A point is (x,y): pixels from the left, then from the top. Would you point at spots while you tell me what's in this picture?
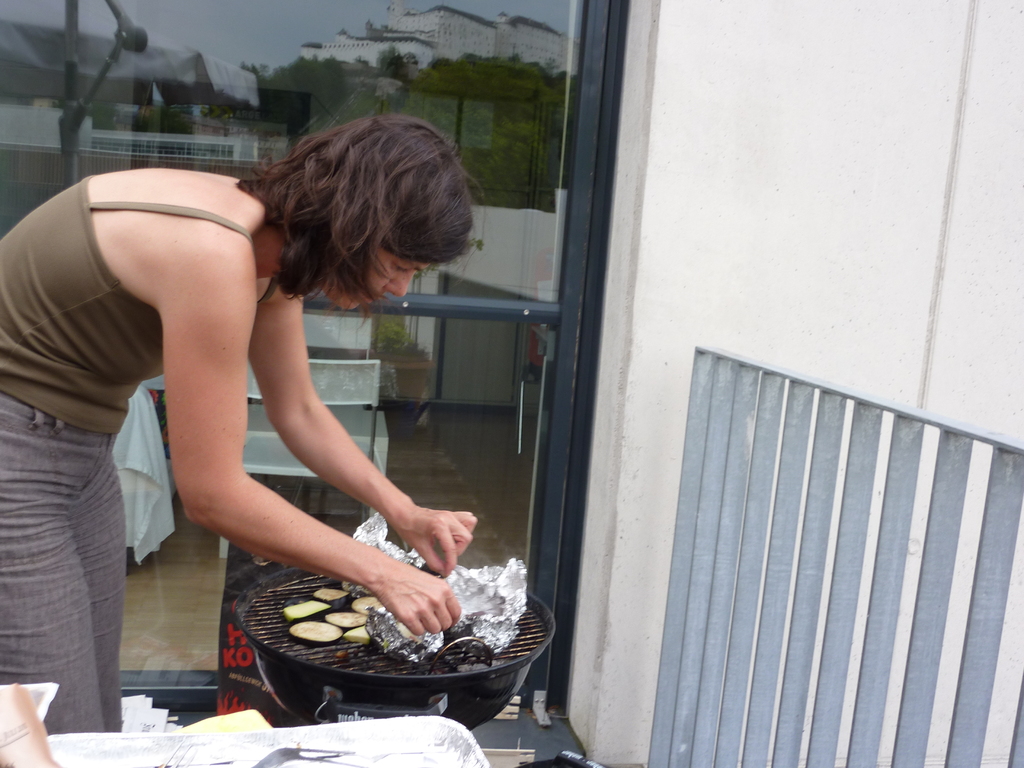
Here in this picture we can see a woman (187,333) standing on the floor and trying to grill something on the grill pan (367,661) which is present in front of her and we can see tin foils (482,607) in front of her and we can see some papers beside her and behind her in the room (272,432) we can see chairs (253,459) and tables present over there and on the right side (806,400) we can see a railing (735,502) present and on the glass (289,119) we can see buildings (445,42) and trees (289,88) present all over there.
